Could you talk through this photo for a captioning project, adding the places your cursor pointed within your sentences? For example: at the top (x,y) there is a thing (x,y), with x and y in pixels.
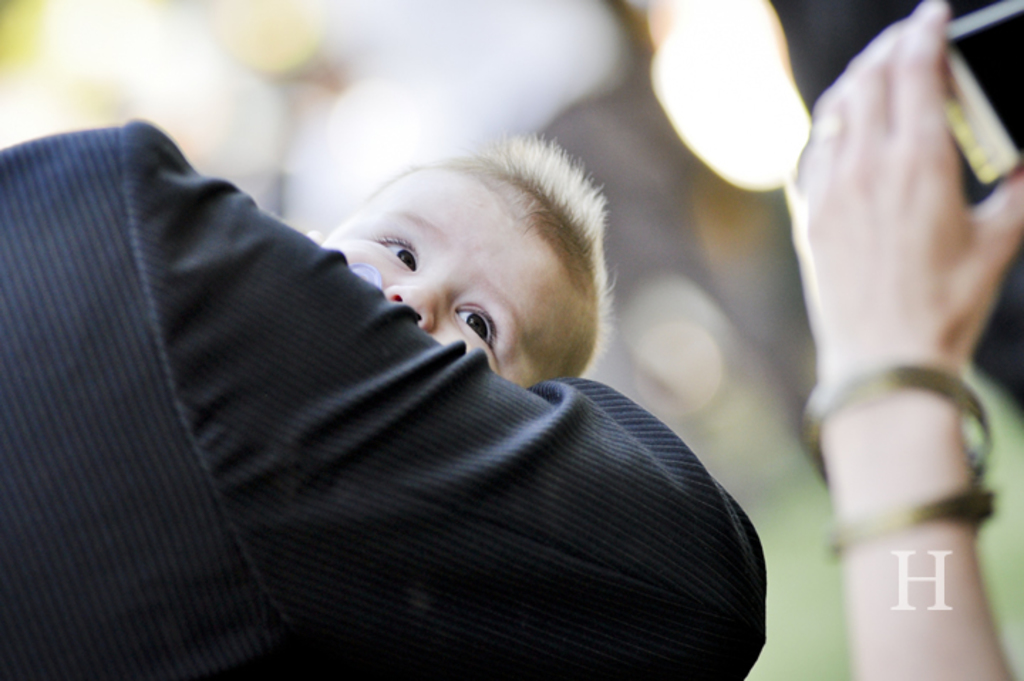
In this image we can see a person (230,418) wearing blazer (216,432) is carrying a child (521,305) in their hands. This part of the image is blurred, where we can see a person's hand (910,322) holding a mobile phone (970,46). Here we can see the letter H (942,582).
